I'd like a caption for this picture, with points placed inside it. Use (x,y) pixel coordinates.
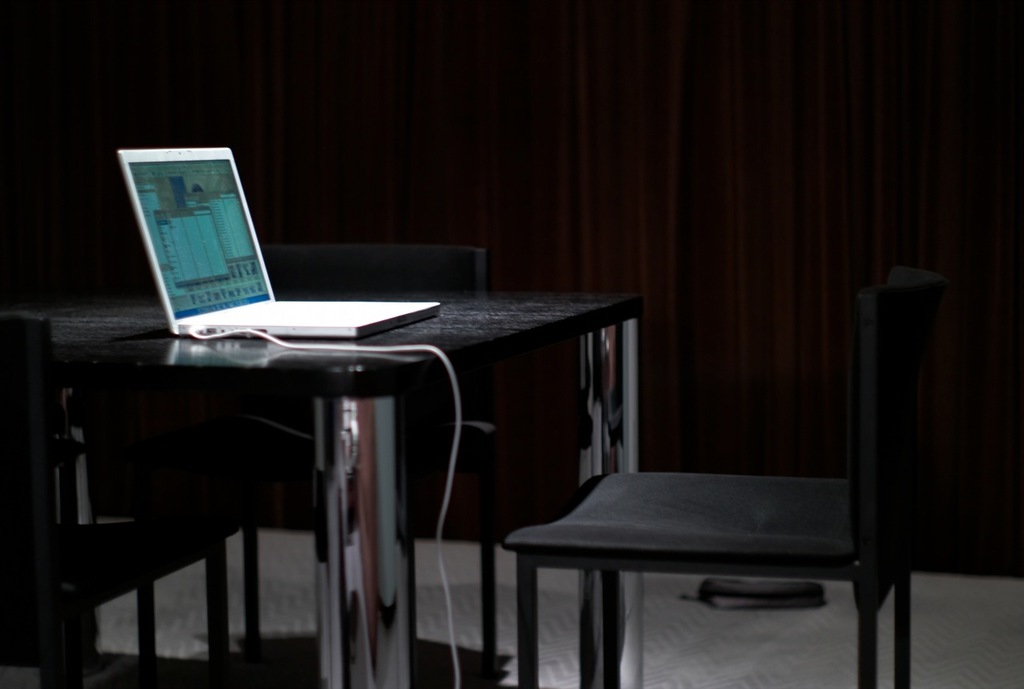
In this picture there is a black color table (421,361). And there are three chairs (595,532), One is to the left (121,564) and opposite to it there is another chair (806,502). And in the middle (382,272) there is another chair (371,258). On the table (369,358) there is a laptop (238,281) with a wire (194,335) connected to it.
